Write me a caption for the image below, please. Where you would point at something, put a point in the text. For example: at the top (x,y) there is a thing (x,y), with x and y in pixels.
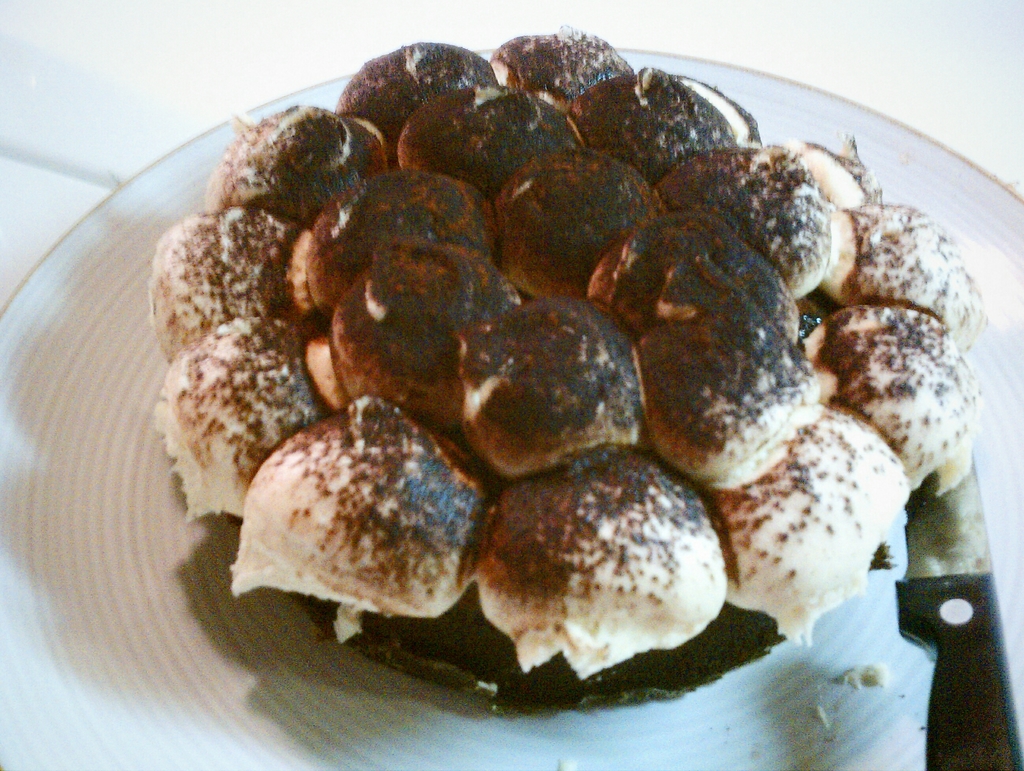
In the image there is a white plate (394,768). On the plate (293,94) there are scoops of ice cream (535,386) with brown color powder (559,357) on it. And also there is a knife (988,736) which is in black color.
